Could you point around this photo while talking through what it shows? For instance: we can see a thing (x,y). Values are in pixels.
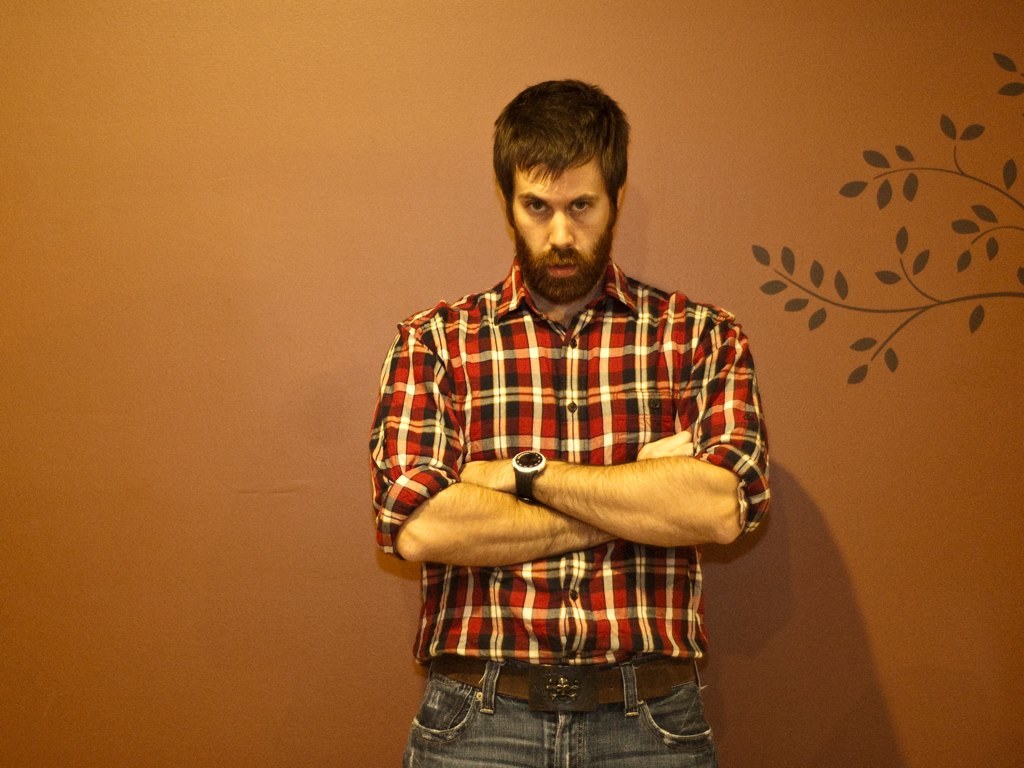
In this picture we can observe a man (479,489) standing, wearing a shirt (614,458) which is in red color. In the background (421,160) we can observe a brown color wall (272,288). There is a design (861,374) on the right side (878,251), on the wall (852,275).
